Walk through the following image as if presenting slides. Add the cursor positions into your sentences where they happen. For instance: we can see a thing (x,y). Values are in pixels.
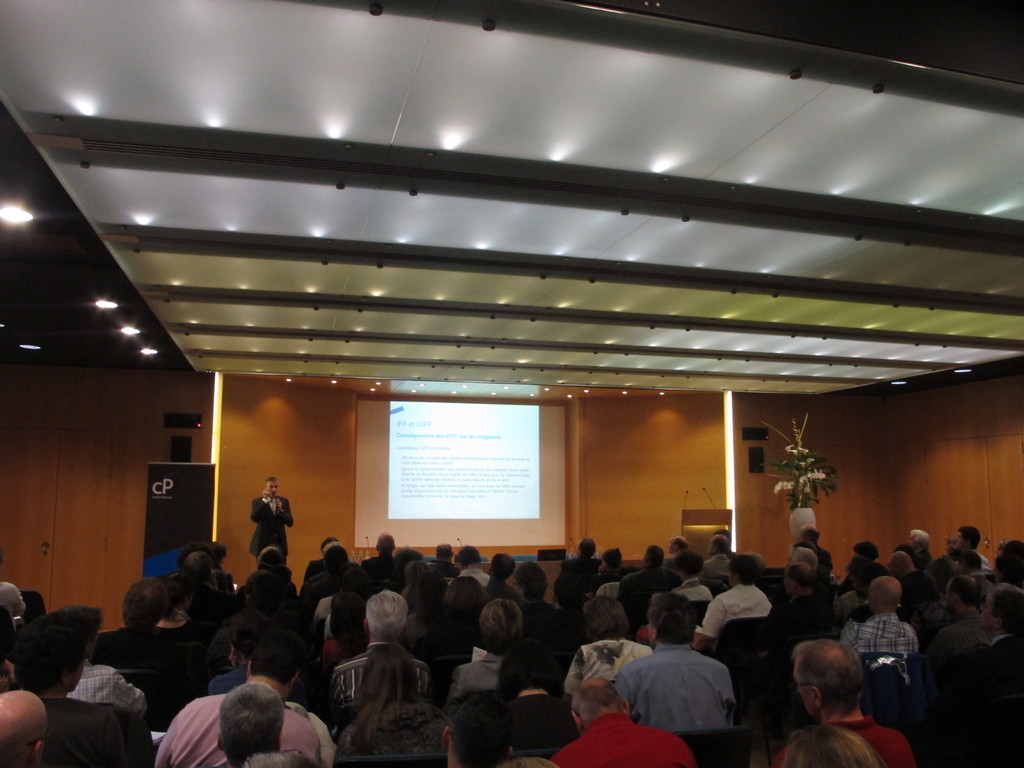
This image is taken from inside. In this image there are so many people (334,641) sitting, in front of them there is a person (279,497) standing and there is a table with mics (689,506) on it, flower vase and other objects (153,503), behind the person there is a screen (561,500) attached to the wall (646,432). At the top of the image (362,236) there is a ceiling (519,271) with lights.
